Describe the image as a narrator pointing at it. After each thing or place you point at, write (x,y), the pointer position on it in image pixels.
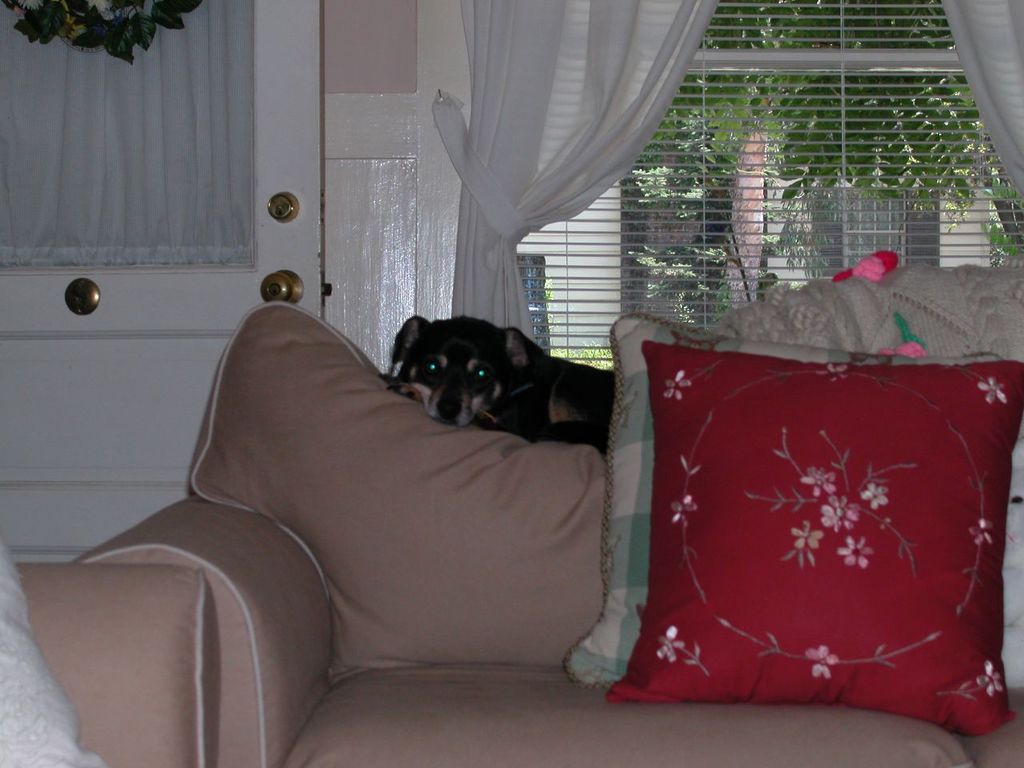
This is the picture of a room (677,567). In this image there are pillows (697,479) on the sofa (479,470) and there is a dog (611,393) sitting on the sofa (467,430) and there is a door (95,456) and there is a window (647,203) and there are curtains (607,136) and there is a plant (33,15). Behind the window (786,11) there is a building (606,261) and there are trees (790,25). At the bottom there is grass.
